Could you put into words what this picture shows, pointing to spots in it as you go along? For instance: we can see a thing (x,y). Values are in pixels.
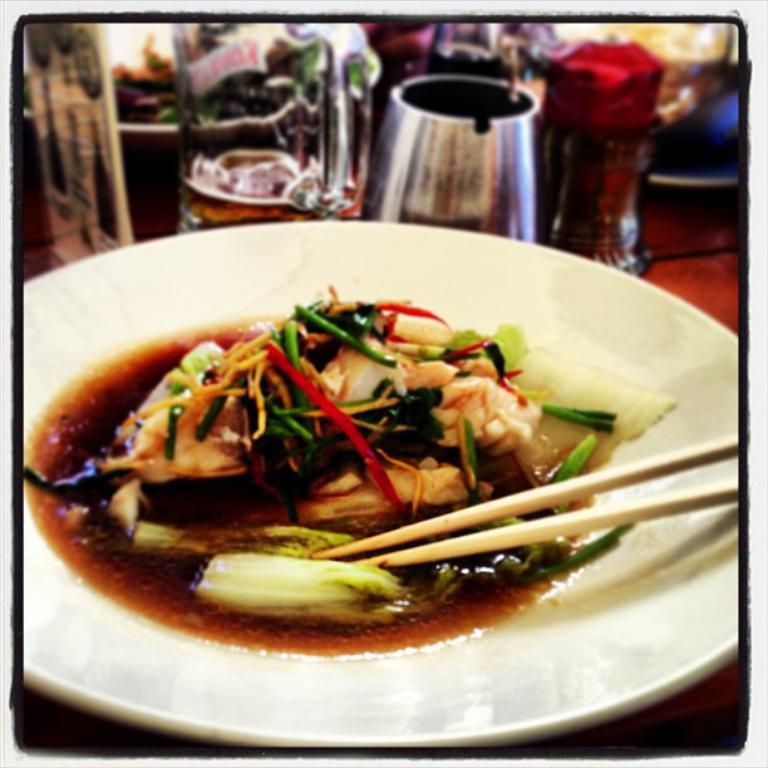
In the foreground of this image (527,707), on a platter (603,649) there is some food (392,457) and two chop sticks (484,519). In the background (471,155), there is a jar (423,178), a bottle (296,143) and few objects (67,88) are unclear on the table (152,220).
